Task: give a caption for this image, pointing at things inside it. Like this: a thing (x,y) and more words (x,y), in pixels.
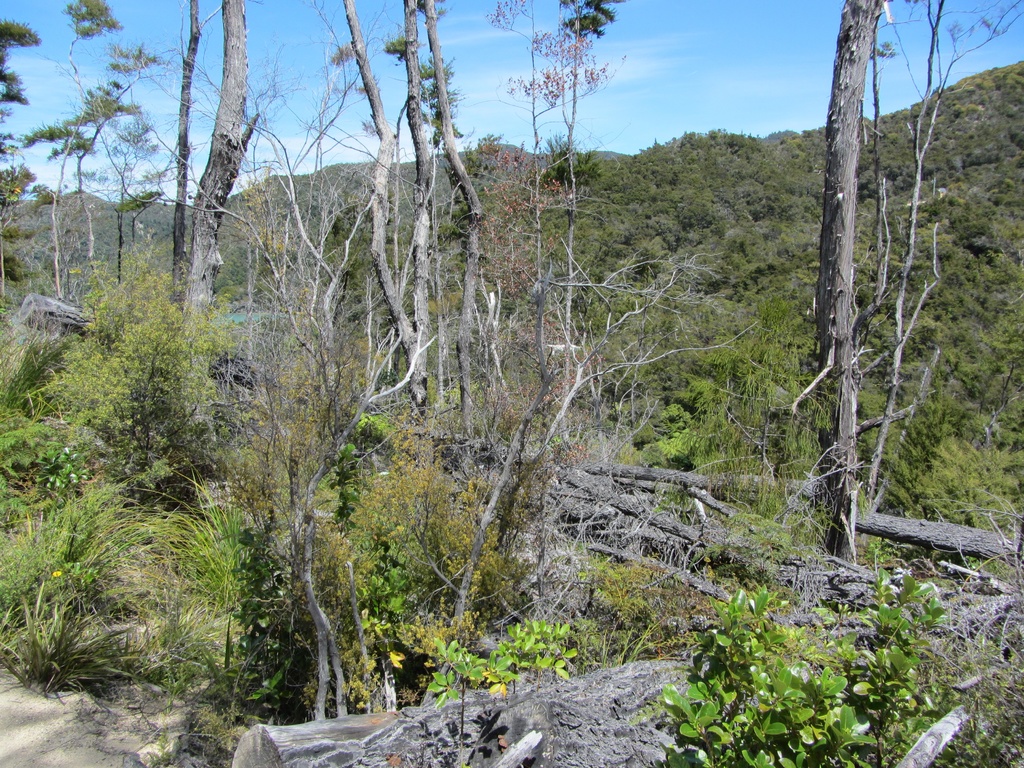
In this picture I can see some plants (818,731), trees (697,274), tree trunks (477,748) and hills (698,238).
